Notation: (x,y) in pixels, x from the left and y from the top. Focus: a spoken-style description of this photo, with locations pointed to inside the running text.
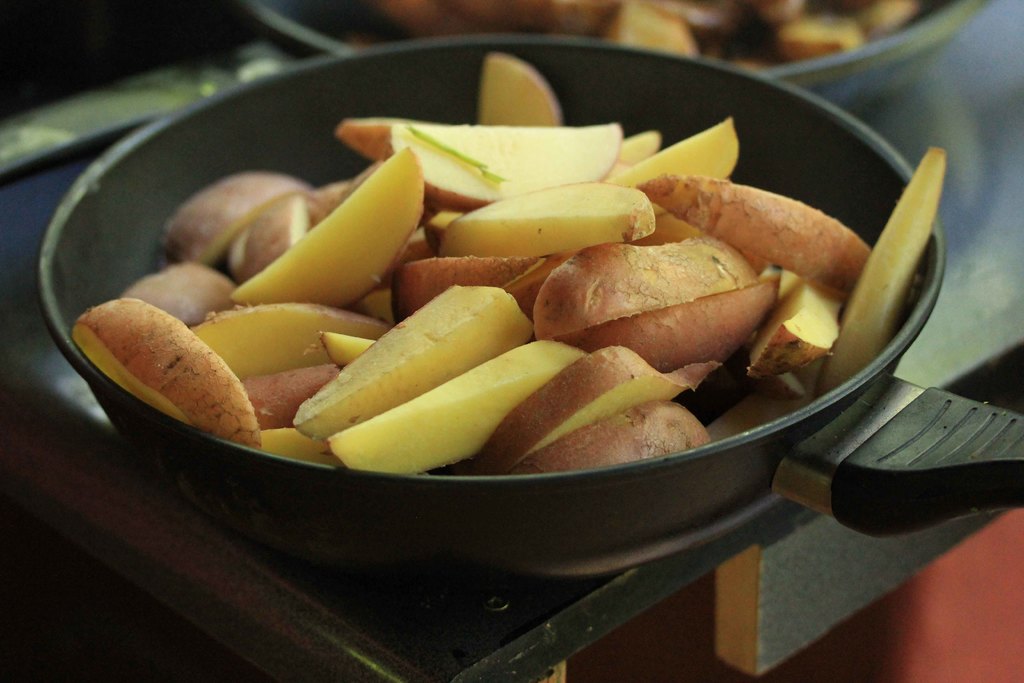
In this image we can see some potato wedges (567,303) in the pan (724,373) and the pan (719,400) is placed on the table (539,599).
